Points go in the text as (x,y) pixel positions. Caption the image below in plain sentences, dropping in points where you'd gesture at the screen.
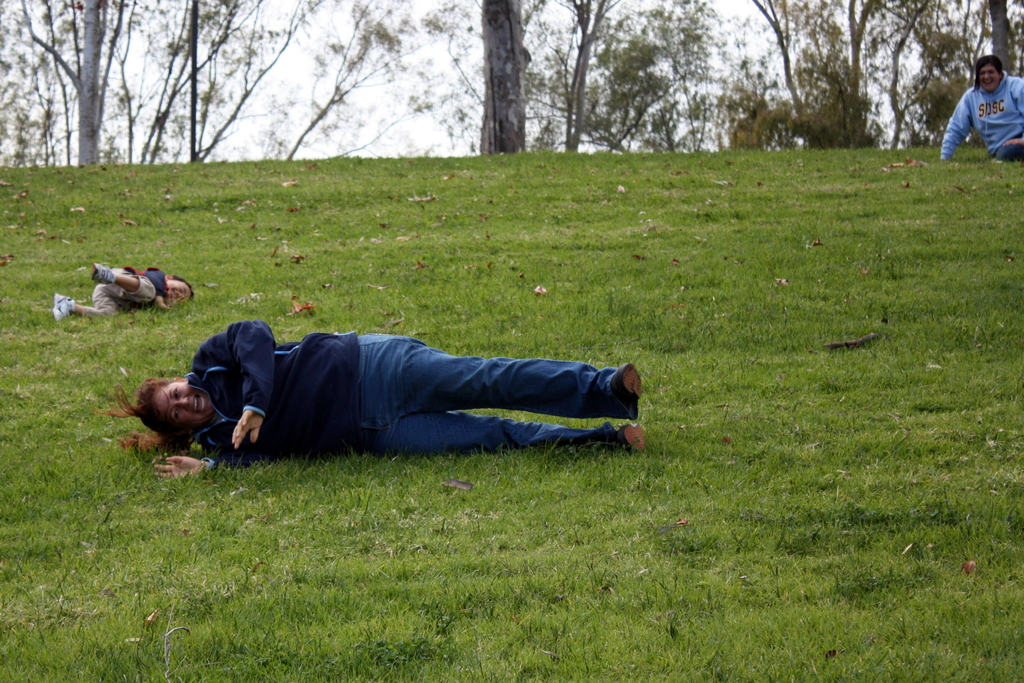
In this image, we can see people (257,396) and some are lying on the ground (531,304) and in the background (538,57), there are trees (354,37).
